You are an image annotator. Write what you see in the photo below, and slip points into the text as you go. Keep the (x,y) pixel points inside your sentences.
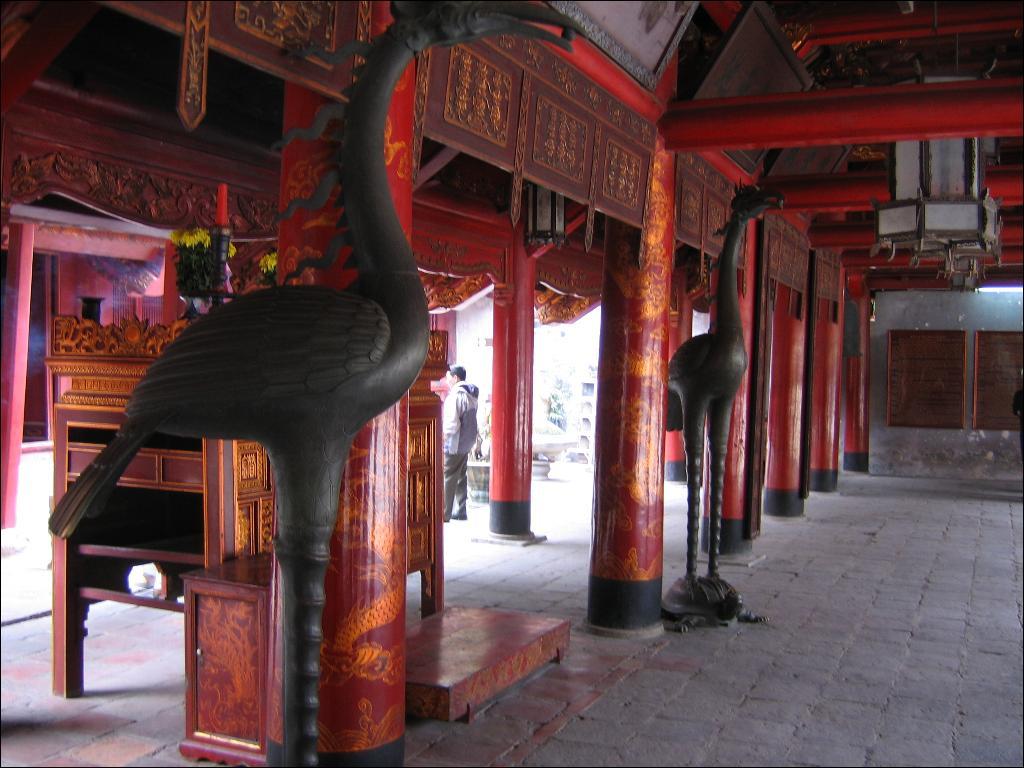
In this picture we can see statues (290,318), wall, pillars (796,389), frames (928,371), table (151,443) are there. In the center of the image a man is standing. At the top of the image (739,126) we can see a roof (864,69) is there. On the right side of the image (921,148) light (994,291) is there. At the bottom of the image (882,701) a floor (893,682) is there.
